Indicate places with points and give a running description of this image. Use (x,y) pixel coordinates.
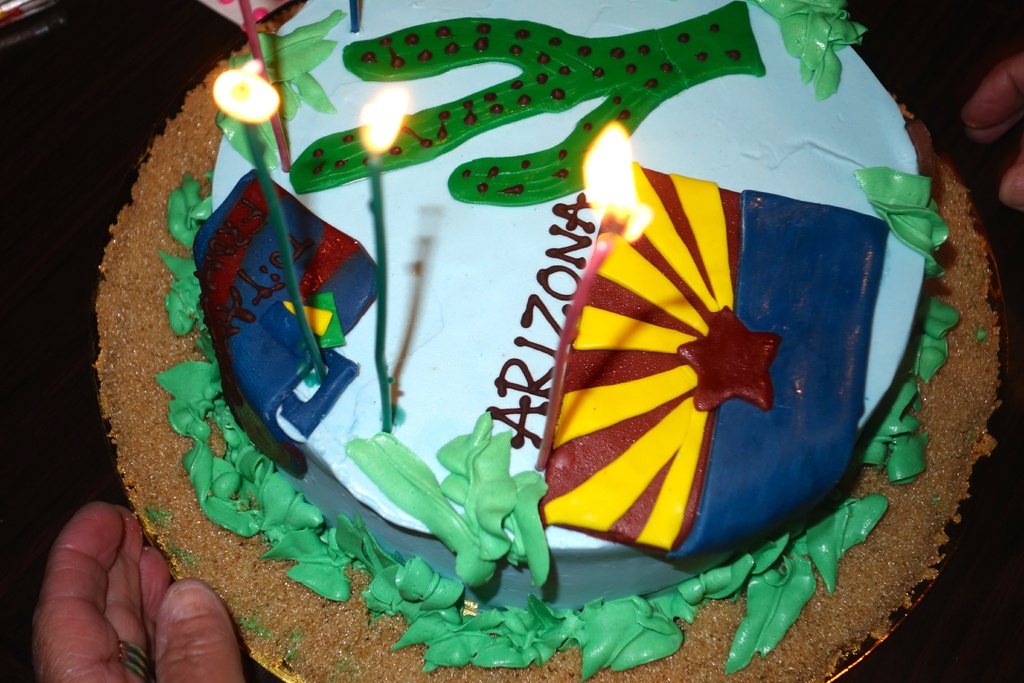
This picture contains a cake (485,479) and the candles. At the bottom (129,614), we see the hand (147,625) of the human (123,612). In the background (36,117), it is black in color.
